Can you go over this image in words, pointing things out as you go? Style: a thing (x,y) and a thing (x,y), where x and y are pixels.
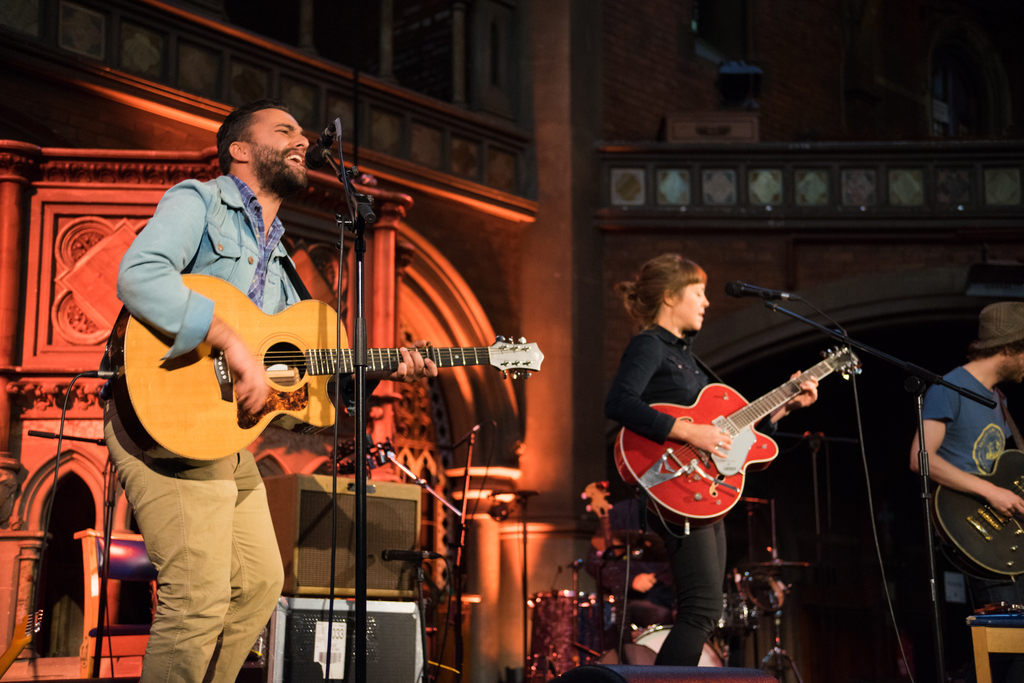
A man (305,143) with a blue color shirt (164,323) and cream color pant (150,490) playing a guitar (314,400) in his hand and singing a song in the microphone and at the right side of him there are some speakers (402,483) and there is bass drum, crash cymbal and there is a cymbal stand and drums (745,607) and there is a woman (633,398) who is playing a guitar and singing a song in the microphone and there is another person (1005,349) who is wearing brown color hat (1017,341) and a blue color shirt (941,403) and playing a guitar (1003,463).
